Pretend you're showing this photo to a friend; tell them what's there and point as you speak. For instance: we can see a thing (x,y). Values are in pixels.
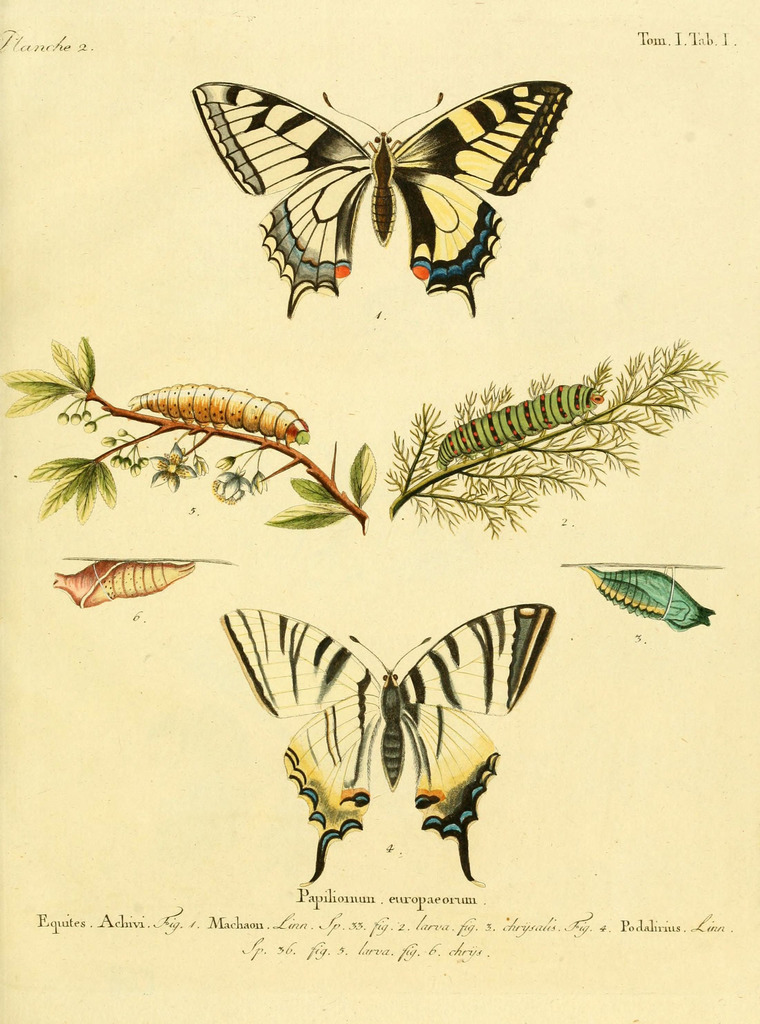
In this image I can see drawings (247,175) of butterflies (216,147), caterpillars (483,424) and some text (412,902) is written at the bottom (412,902).
